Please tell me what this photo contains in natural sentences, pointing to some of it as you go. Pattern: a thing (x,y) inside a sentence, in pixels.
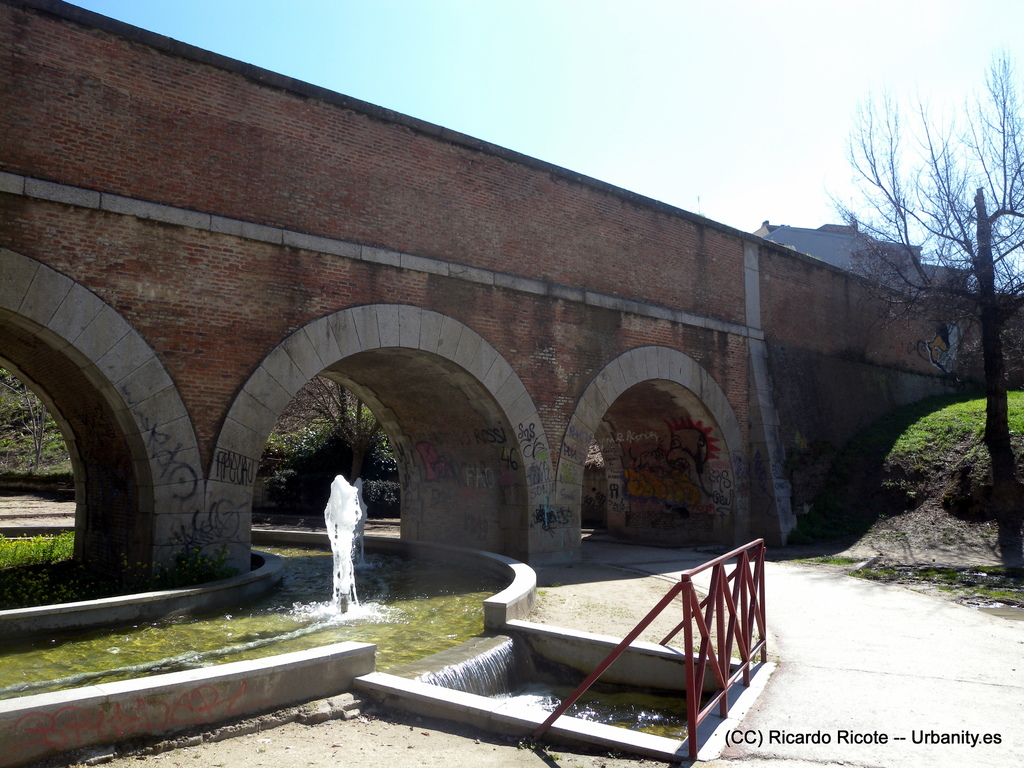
In this image, we can see a bridge (505,281), trees (994,442), plants (31,590), grass (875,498). At the bottom of the image (341,587), we can see a water fountain (345,554), rods (736,609), road (899,663). Background (783,82) there is a sky (635,95). Right side (779,739) bottom corner, we can see a watermark (823,737) in the image.
